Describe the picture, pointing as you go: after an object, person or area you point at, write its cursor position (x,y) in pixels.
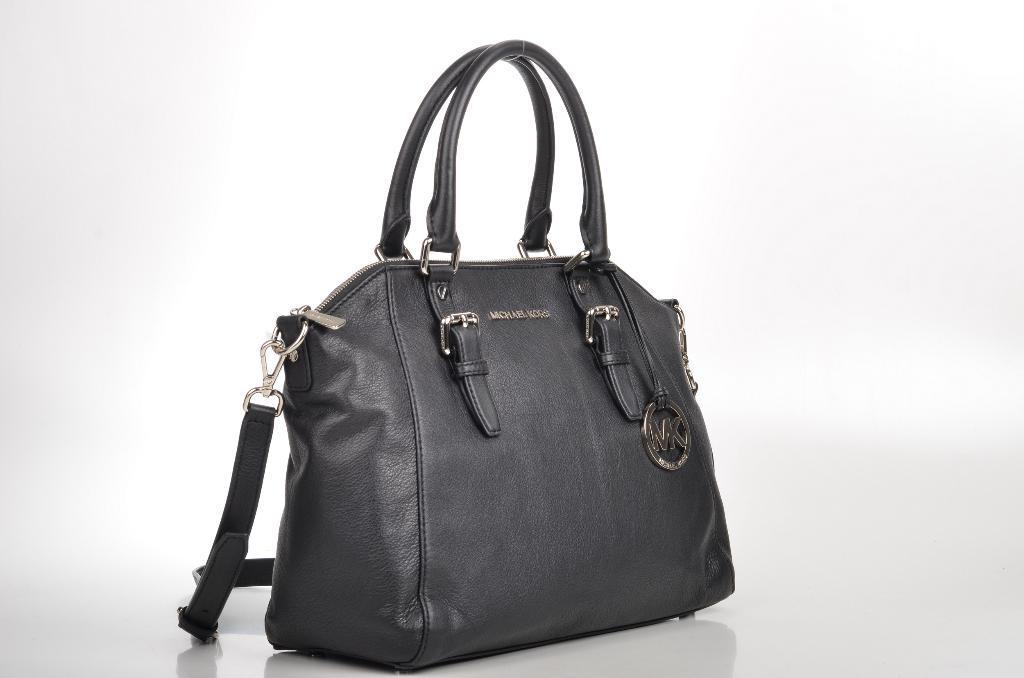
In this image I can see a black color of handbag (468,502).
